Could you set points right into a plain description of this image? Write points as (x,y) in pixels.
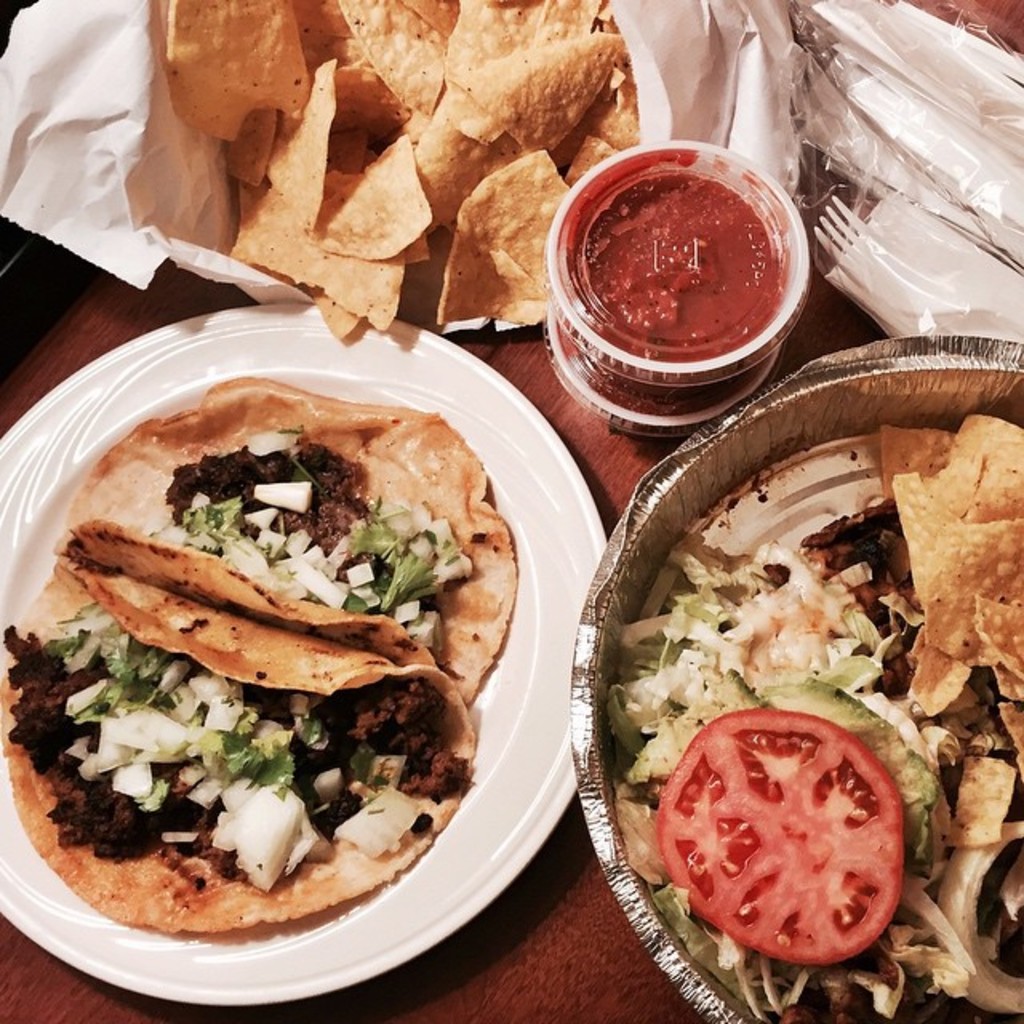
On the table (813,257) we can see chips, cup (723,355), caps (645,360), white plate (578,513), fork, tissue papers (728,50) and plastic cover (925,167). In a white plate (571,489) we can see bread (380,669) and other food pieces (359,562). On the right (915,677) we can see tomato chips (752,846), cabbages (766,639) and other food items (846,607) in a bowl (828,490).
